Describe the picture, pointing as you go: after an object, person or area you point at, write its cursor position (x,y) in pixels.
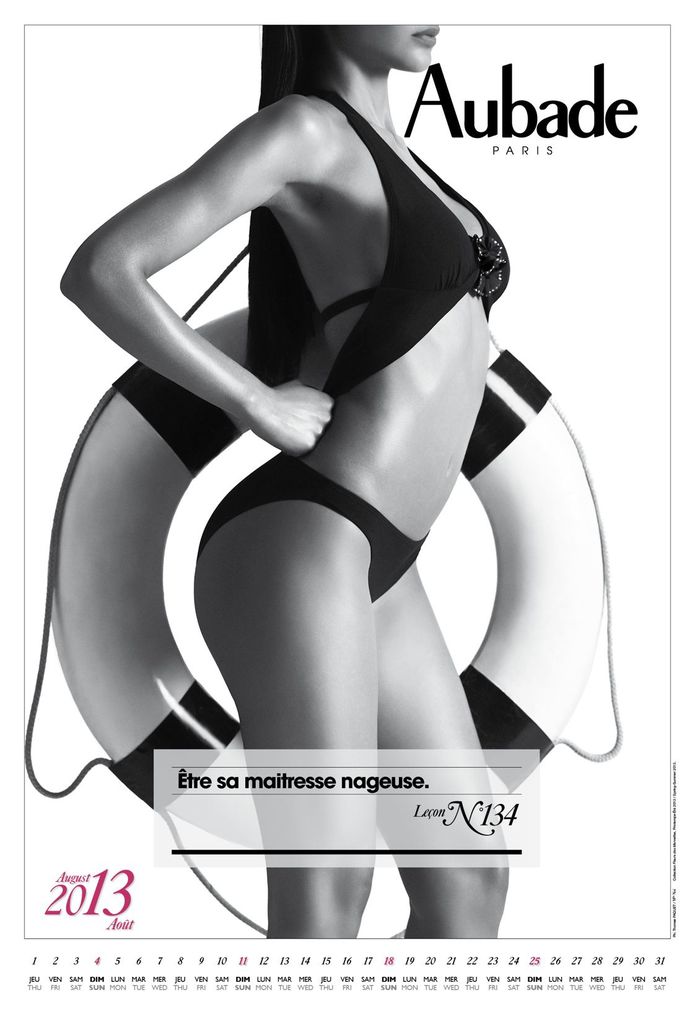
There is a woman (341,456) standing and holding a tube (481,675) and we can see text (210,821), in the bottom left side of the image (90,911) we can see date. In the background (67,868) it is white.
